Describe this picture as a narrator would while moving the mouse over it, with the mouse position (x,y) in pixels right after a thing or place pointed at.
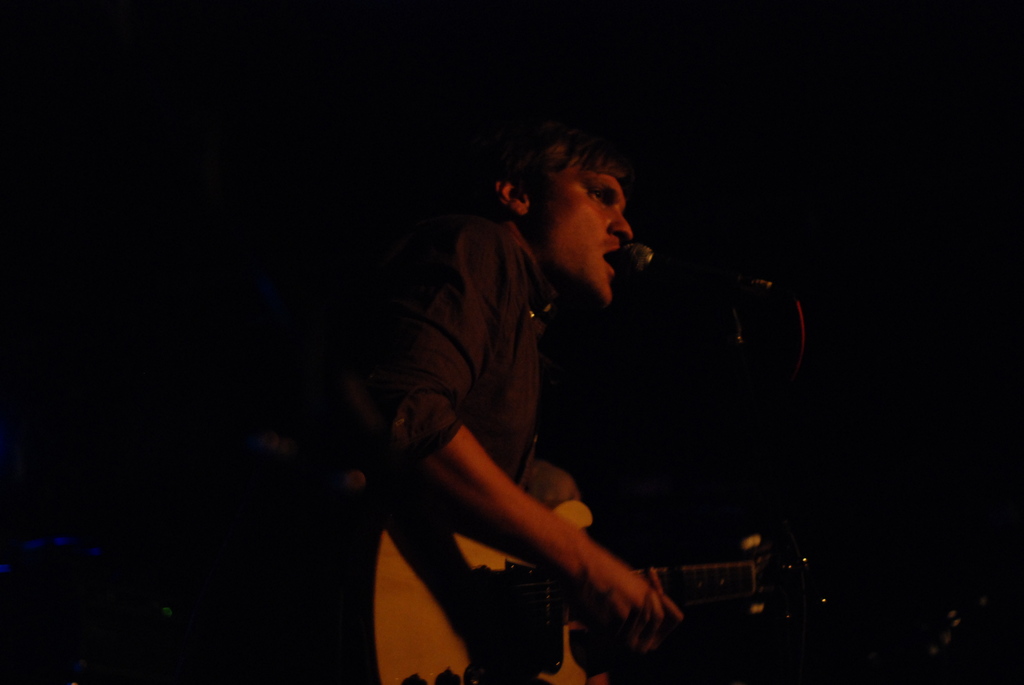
This person (436,418) standing and holding guitar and singing. There is a microphone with stand (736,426).
